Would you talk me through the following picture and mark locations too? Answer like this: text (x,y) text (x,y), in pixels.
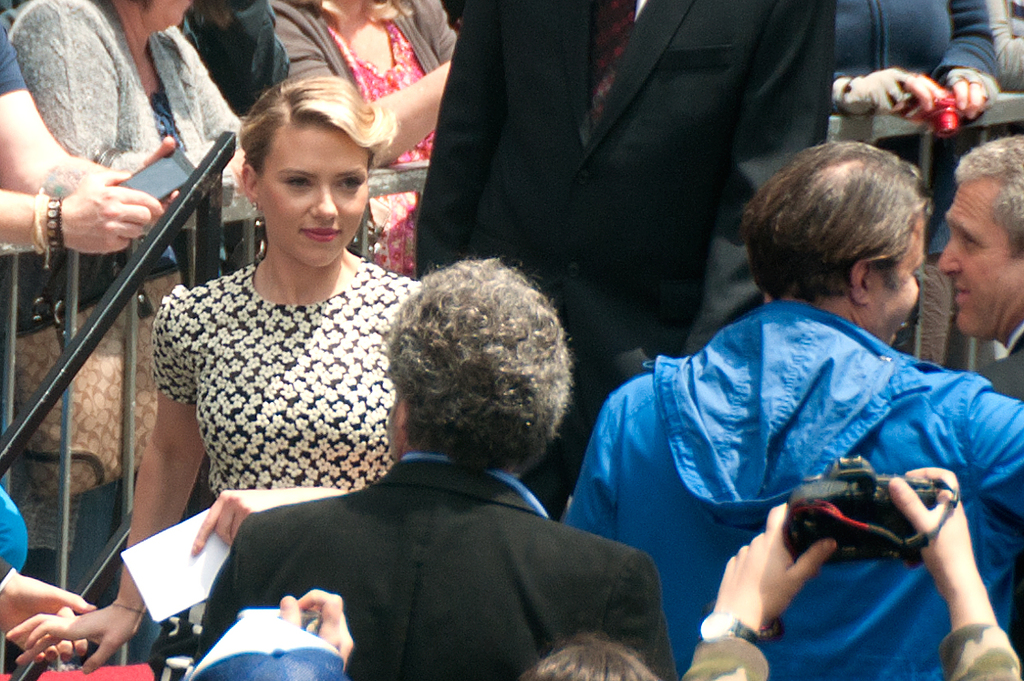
In this picture we can see many people (952,388). There are a few people (228,667) holding objects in their hands (975,107). We can see a fence (1003,104) from left to right.
